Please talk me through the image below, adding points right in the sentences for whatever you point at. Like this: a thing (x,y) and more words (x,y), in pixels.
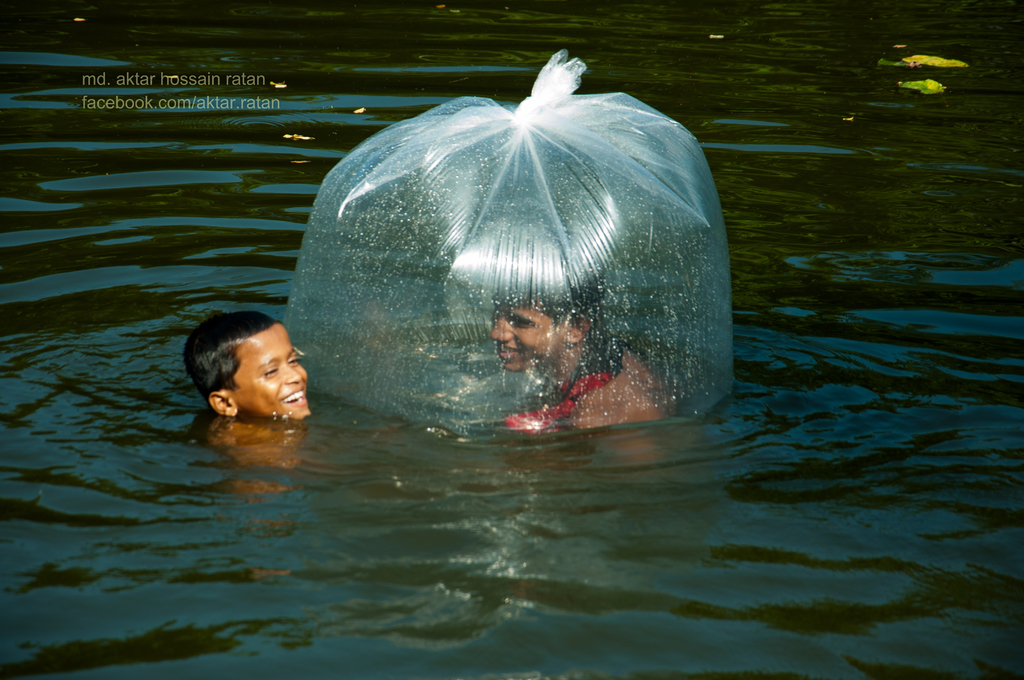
In this image we can see two persons (547,425) in the water (34,352), among them, one person (565,338) is inside the cover (665,257) and at the top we can see some text (207,99).
